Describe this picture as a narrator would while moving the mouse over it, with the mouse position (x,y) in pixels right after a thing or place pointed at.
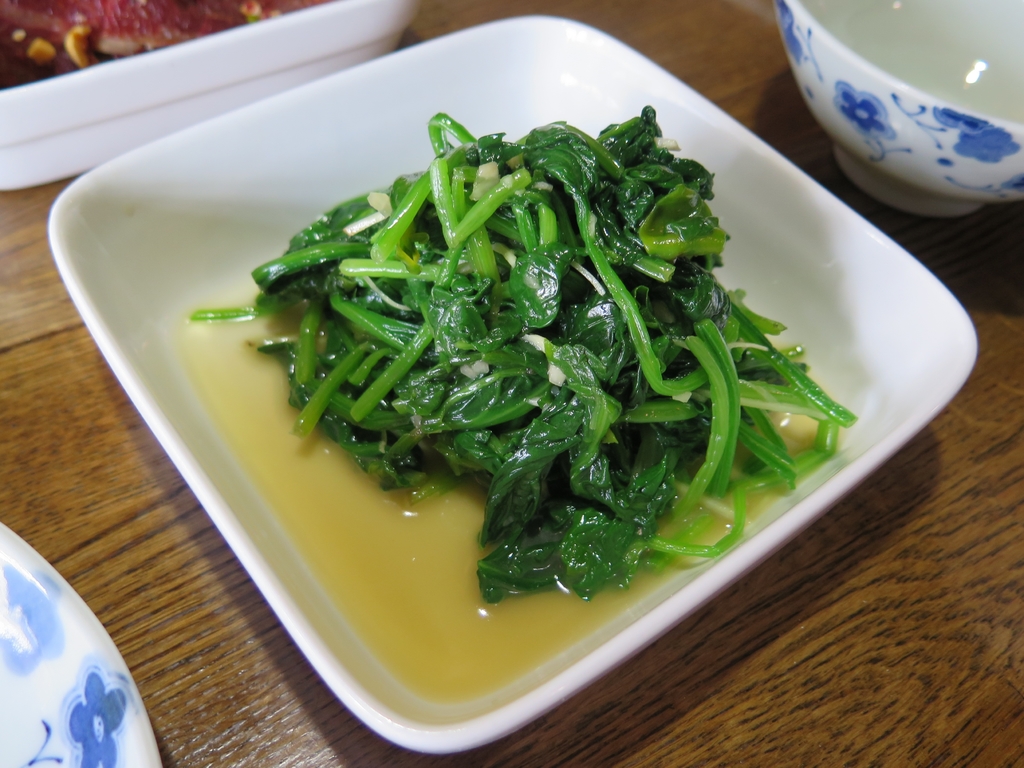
In the image on the wooden surface (882,643) there is a bowl (473,118) with a food item (484,318) in it. And also there are few bowls (6,636) and some other things (21,71) on it.
